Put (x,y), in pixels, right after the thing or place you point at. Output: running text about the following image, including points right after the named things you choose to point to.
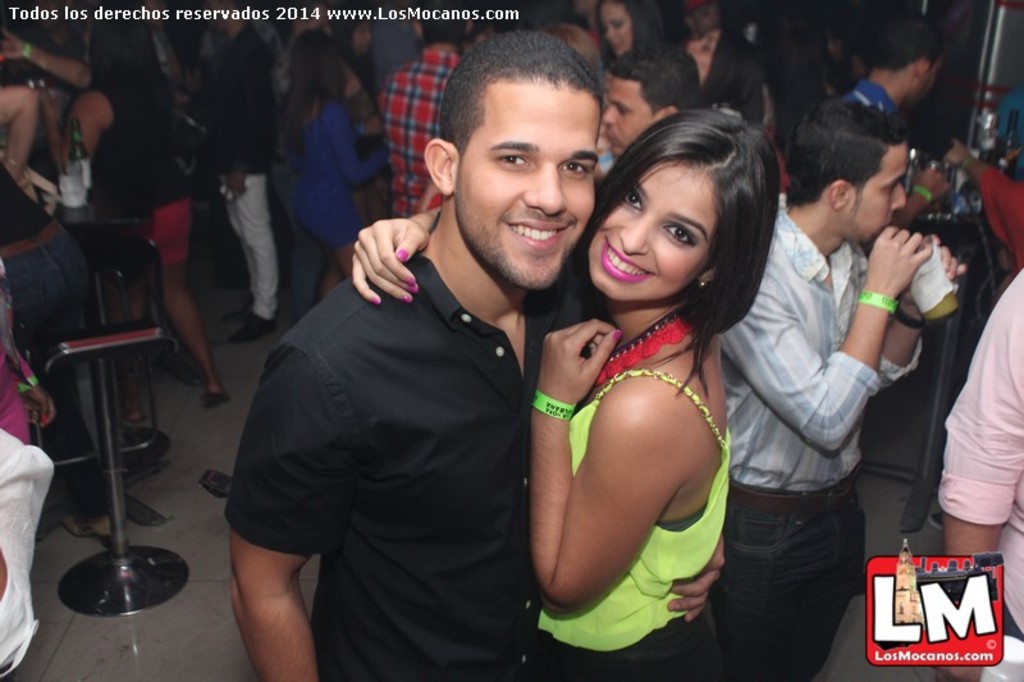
In this image we can see two persons (489,382) are standing, and smiling, at the back (764,297) there are group of people (772,286) standing, there are wine bottles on the table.
